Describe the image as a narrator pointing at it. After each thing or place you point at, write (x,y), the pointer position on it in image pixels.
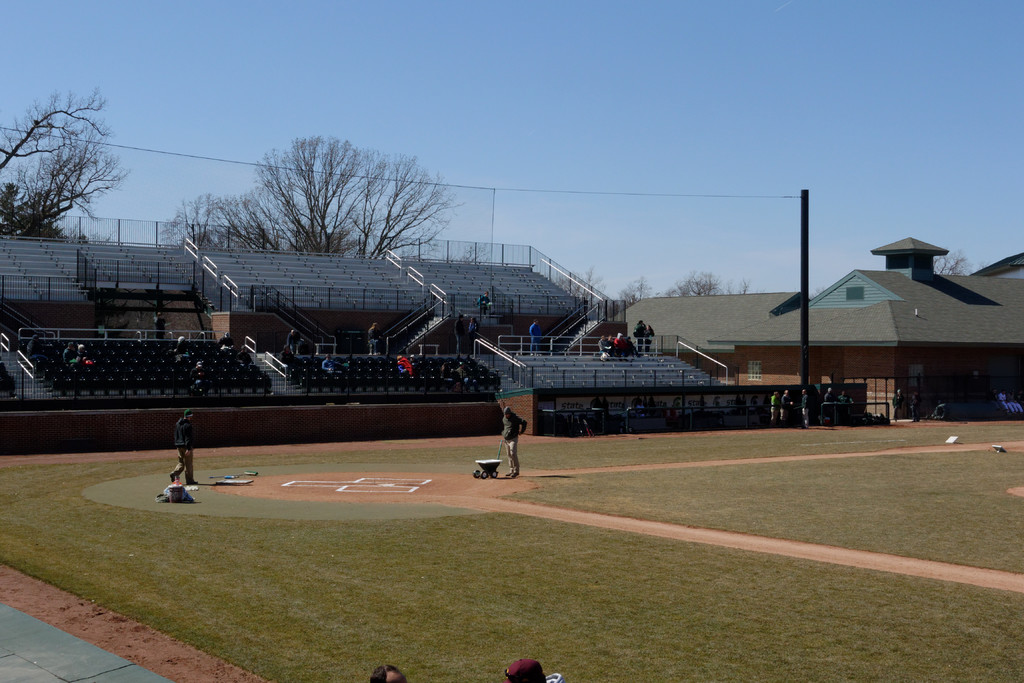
As we can see in the image there are stairs (306,320), chairs (155,375), few people (295,335), trees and buildings (778,325). At the top (435,105) there is sky (351,74) and there is grass (464,568).
